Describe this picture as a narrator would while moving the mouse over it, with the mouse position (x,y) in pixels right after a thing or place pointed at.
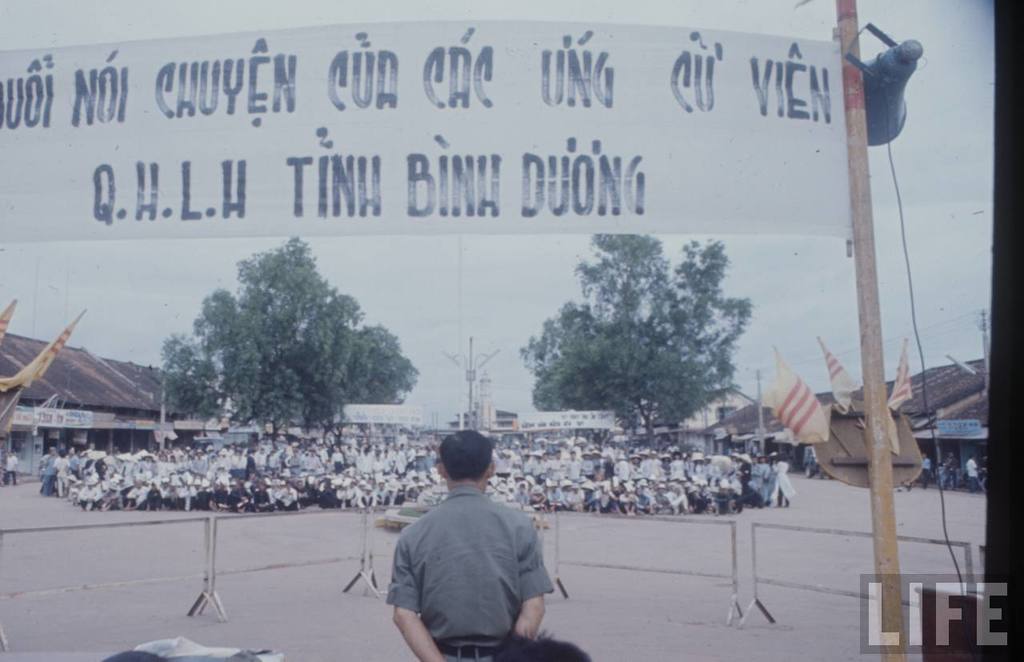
In this image I can see a person (455,638) standing wearing gray color shirt (459,569). Background (681,416) I can see few other persons (654,511) standing, white color banner (483,74), trees (274,367) are in green color and sky (504,243) is in white color.
